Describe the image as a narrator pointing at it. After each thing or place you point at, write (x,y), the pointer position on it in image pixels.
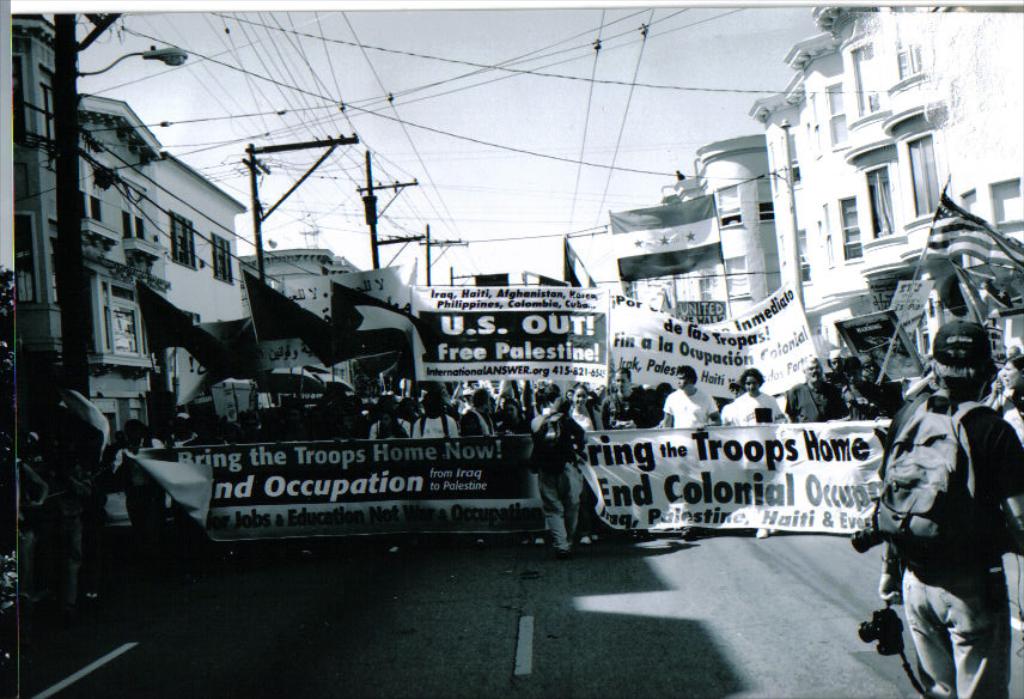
In this image I can see the group of people (414,402) and few people (565,522) are holding the banners (502,528) and flags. I can see few people (887,544) wearing the bags (897,526). These people (709,415) are standing on the road (454,603). On both sides of the road (528,634) I can see the buildings (126,385). To the left (302,154) I can see the poles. In the background (324,205) I can see the sky (324,205). And this is a black and white image.
